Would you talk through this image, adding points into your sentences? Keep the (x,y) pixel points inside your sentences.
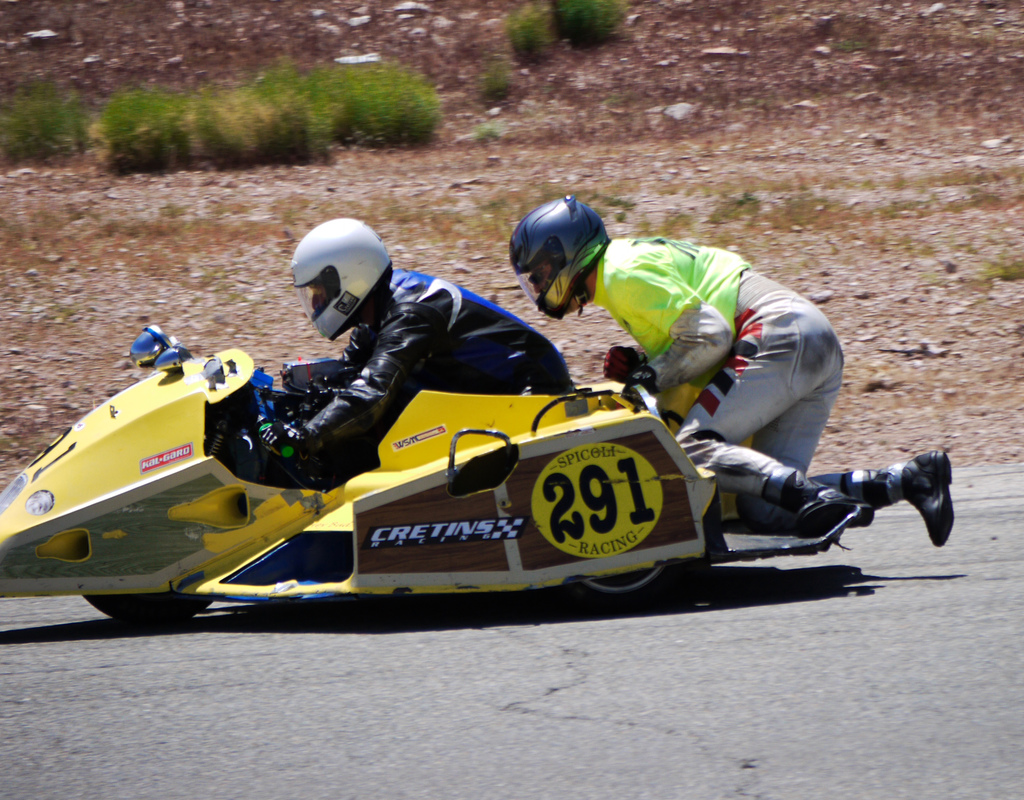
In this image I can see two persons (422,371) are riding a vehicle (407,494) on the road (672,596). In the background (62,196) I can see grass (60,238), plants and stones (190,265). This image is taken during a day.
